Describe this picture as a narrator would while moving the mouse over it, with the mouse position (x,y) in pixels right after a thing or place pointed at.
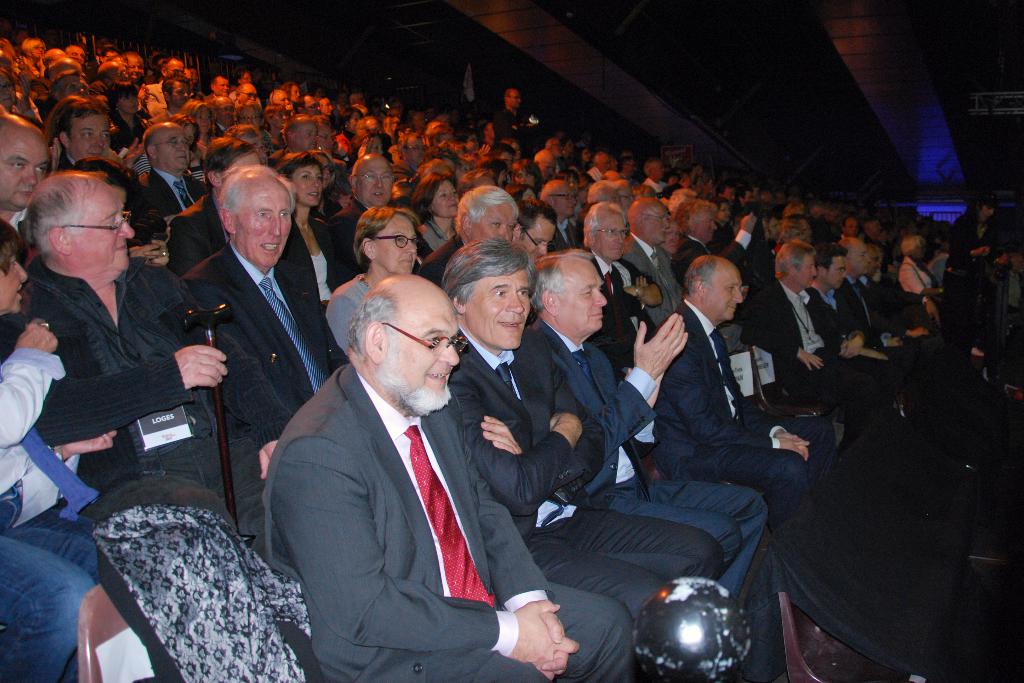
In this image there are so many sitting in the chairs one after the other in the lines. The man (587,396) in the front (608,509) row is clapping. It looks like a hall (411,95).
